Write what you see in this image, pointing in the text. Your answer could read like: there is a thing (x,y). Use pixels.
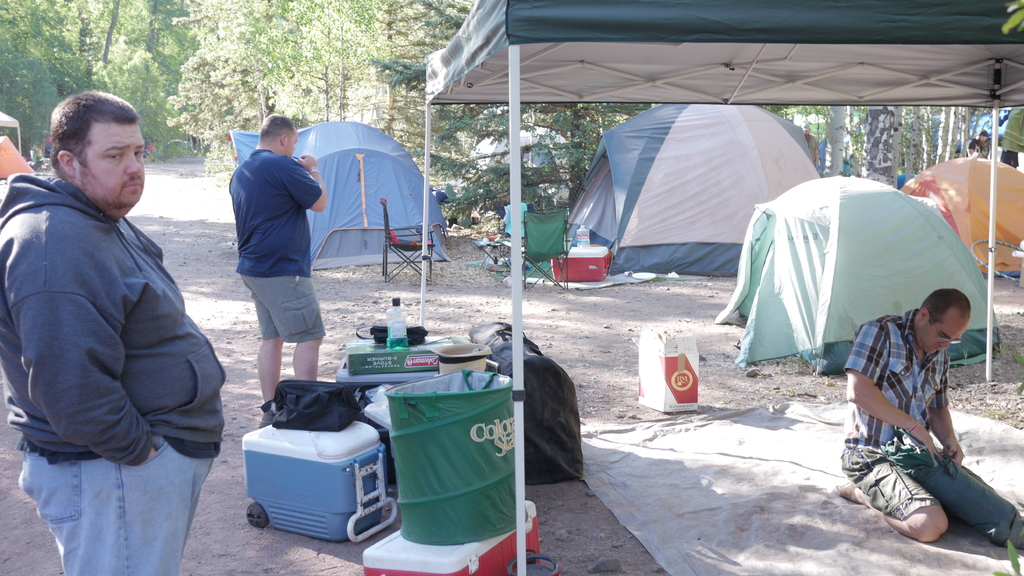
In this image, I can see two people (134,313) standing and a person (895,514) sitting on his knees (934,530). These are the tents (695,168). I can see the bags (490,326), baskets (463,413) and few other things (351,468). These are the chairs (385,273). I can see the trees (292,59). This looks like a pathway (221,241). I think this is a mat (749,477). It looks like a cardboard box (660,408).
